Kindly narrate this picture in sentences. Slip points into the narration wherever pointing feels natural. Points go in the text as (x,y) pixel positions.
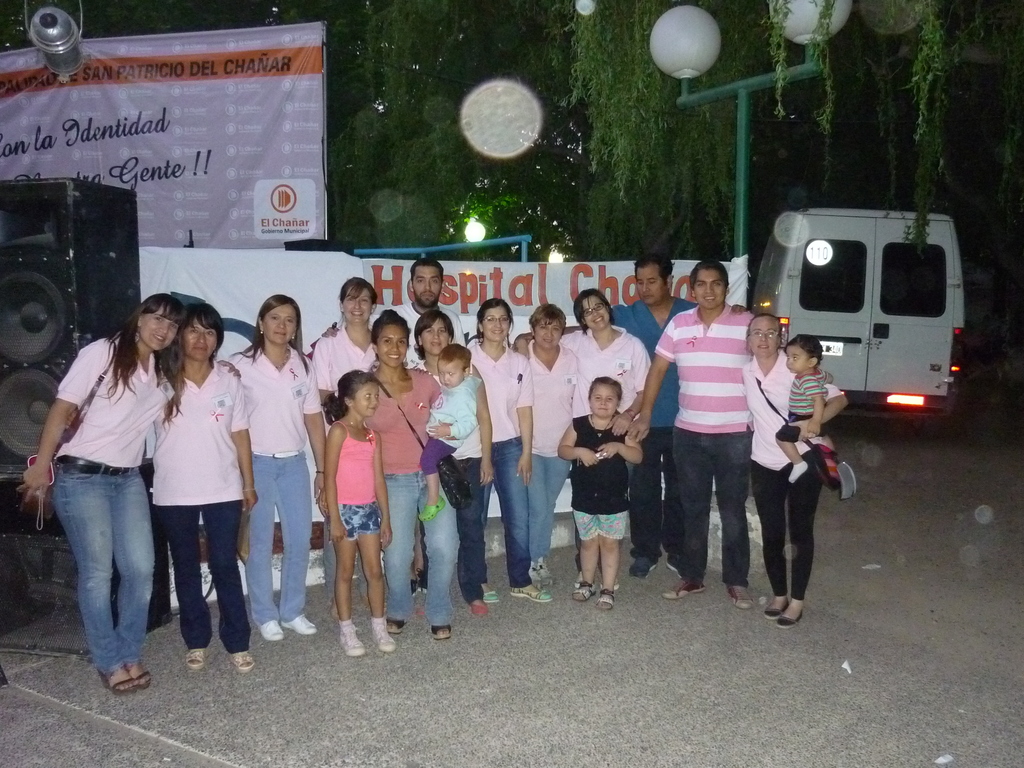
In this image there are few persons (414,555) standing on the road (757,636). Behind them there are few banners (90,171). Left side (4,443) there is a sound speaker (63,213). Left top there is a light (67,43) hanged. Behind the banner (727,268) there is a street light (711,99). Right side there is a vehicle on the road (885,594). Background (639,36) there are few trees (362,223). Middle of the image (405,463) there is a woman (388,443) holding a baby (438,440) in her arms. Beside her there is a girl (351,633) standing on the road (429,679).
